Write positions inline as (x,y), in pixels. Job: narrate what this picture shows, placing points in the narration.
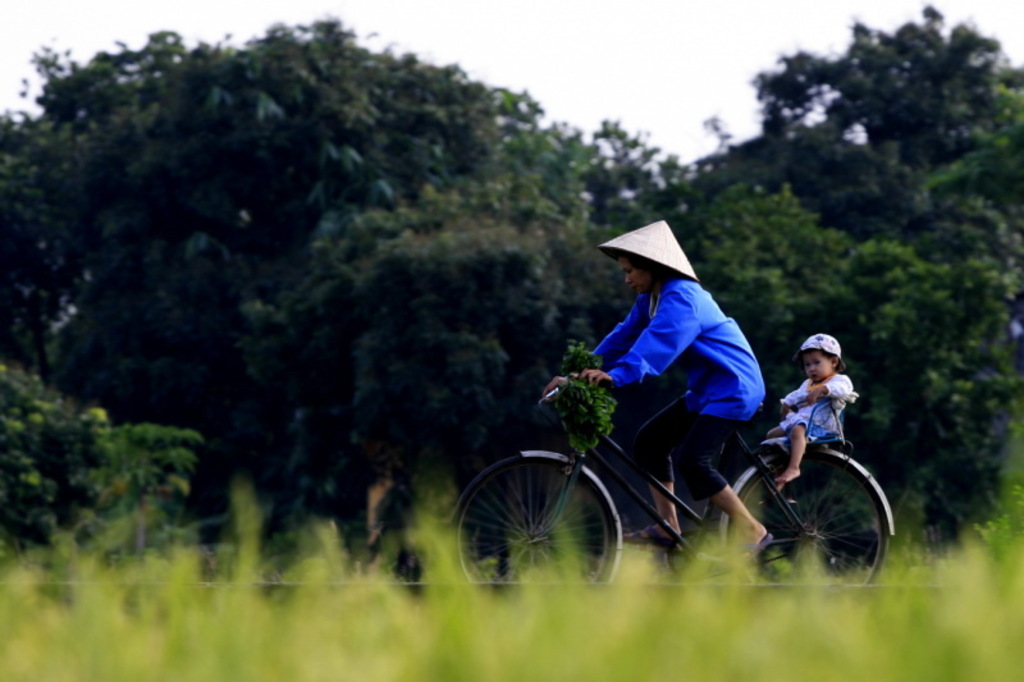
In this picture there is a person (684,298) cycling a bicycle (821,530). Behind the person (670,322) there is a kid (803,406) sitting on the bicycle (751,473). The person (650,268) is wearing a hat (635,256) on his head (639,274). There is a grass (429,528) and in the background (356,191) there are some trees (386,159) and sky (616,77) here.
